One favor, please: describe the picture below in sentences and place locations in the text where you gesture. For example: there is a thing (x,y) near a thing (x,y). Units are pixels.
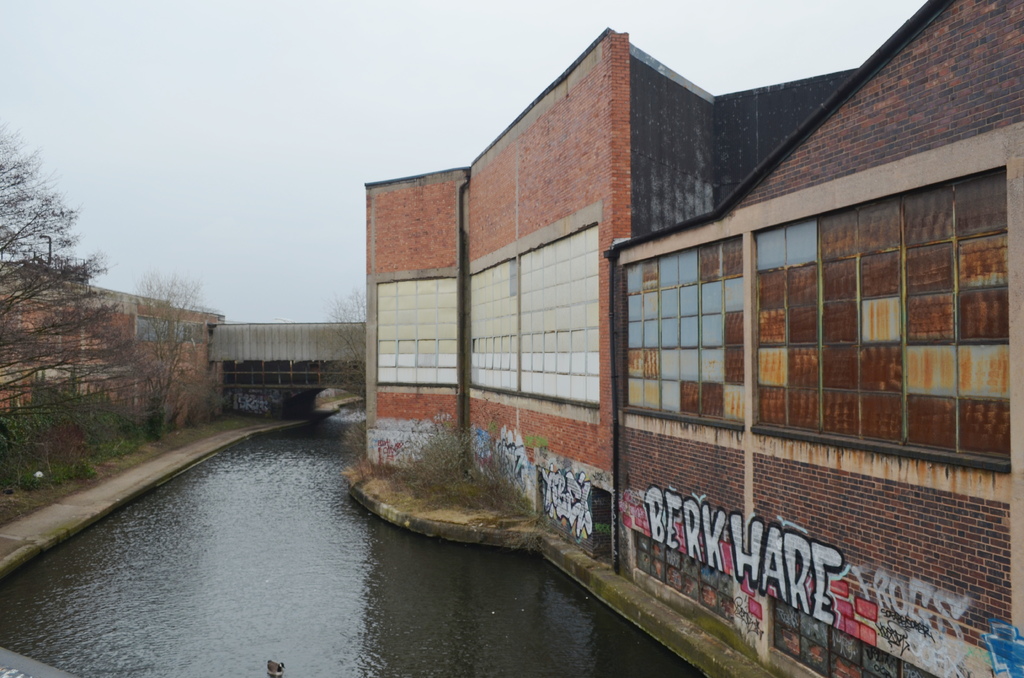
Here in this picture we can see buildings (183,358) present all over there and in the middle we can see water (514,573) present and we can also see a bridge (305,382) present in the middle (354,348) and we can see plants (56,451) and trees (133,396) present here and there on the ground (129,454) over there.
